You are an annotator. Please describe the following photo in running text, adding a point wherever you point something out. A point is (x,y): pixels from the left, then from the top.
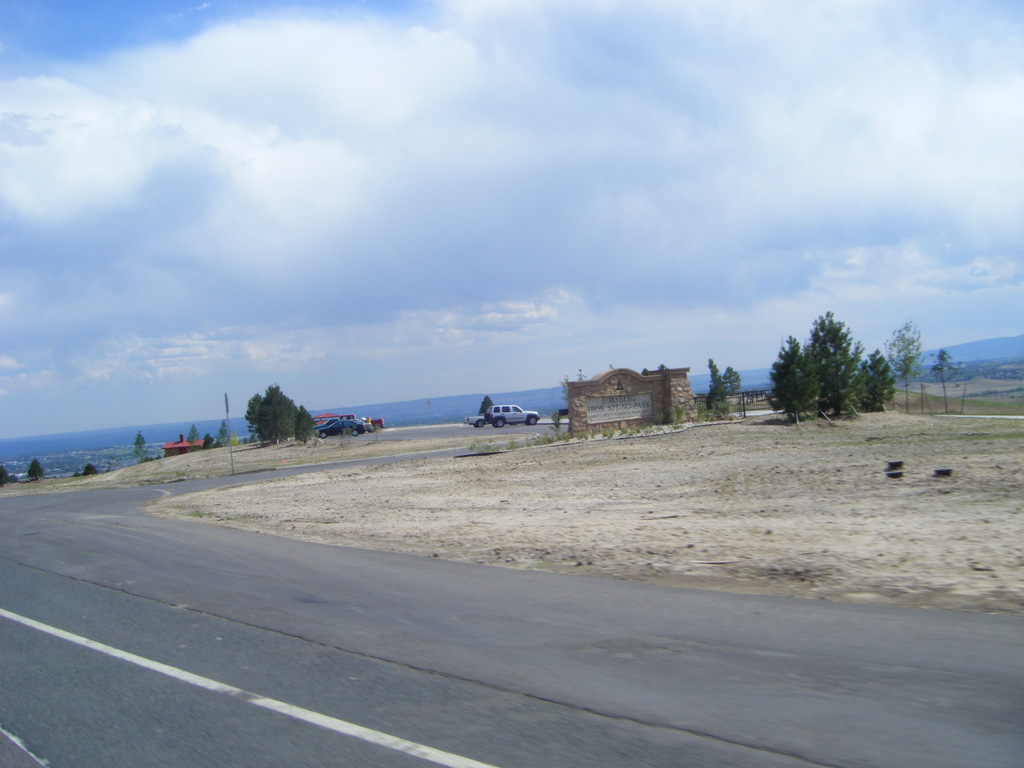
This image is clicked on the road (96,497). At the bottom (266,636), there is a road (214,564). In the front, we can see a memorial wall (624,402) and cars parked on the ground (625,435). At the top (419,159), there are clouds (498,111) in the sky (368,327). And we can see few trees (266,423).
